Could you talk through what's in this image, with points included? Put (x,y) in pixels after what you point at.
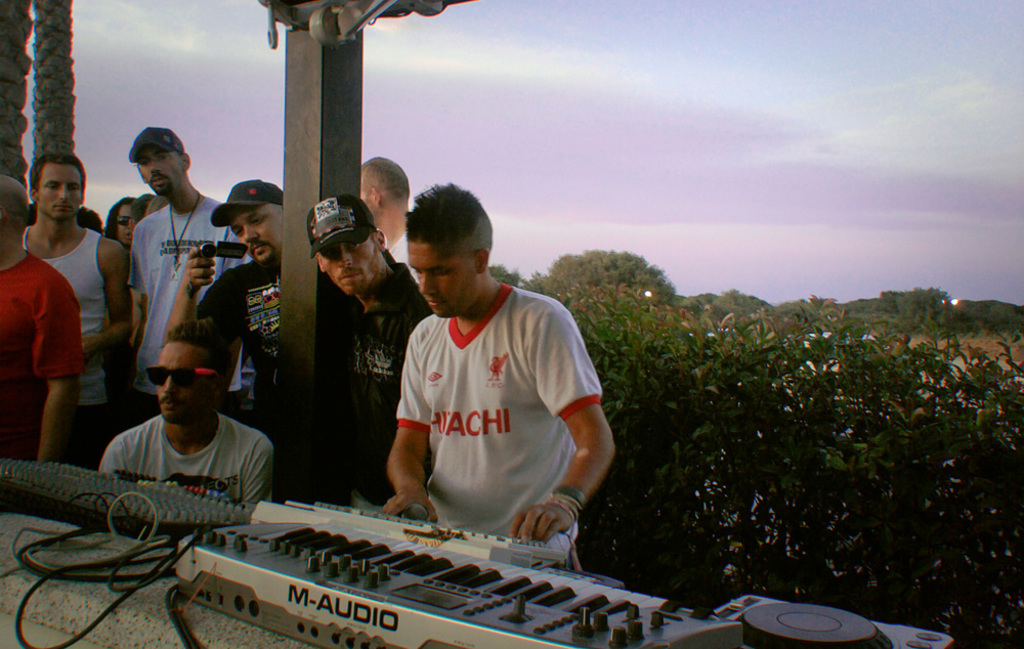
This image consists of many persons (400,252) standing. In the front (475,491), there is a man (440,507) playing keyboard (408,607). At the bottom (113,577), there is a wall (156,607) on which many instruments (538,612) are kept. In the background (799,464), there are plants (864,423) and trees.
